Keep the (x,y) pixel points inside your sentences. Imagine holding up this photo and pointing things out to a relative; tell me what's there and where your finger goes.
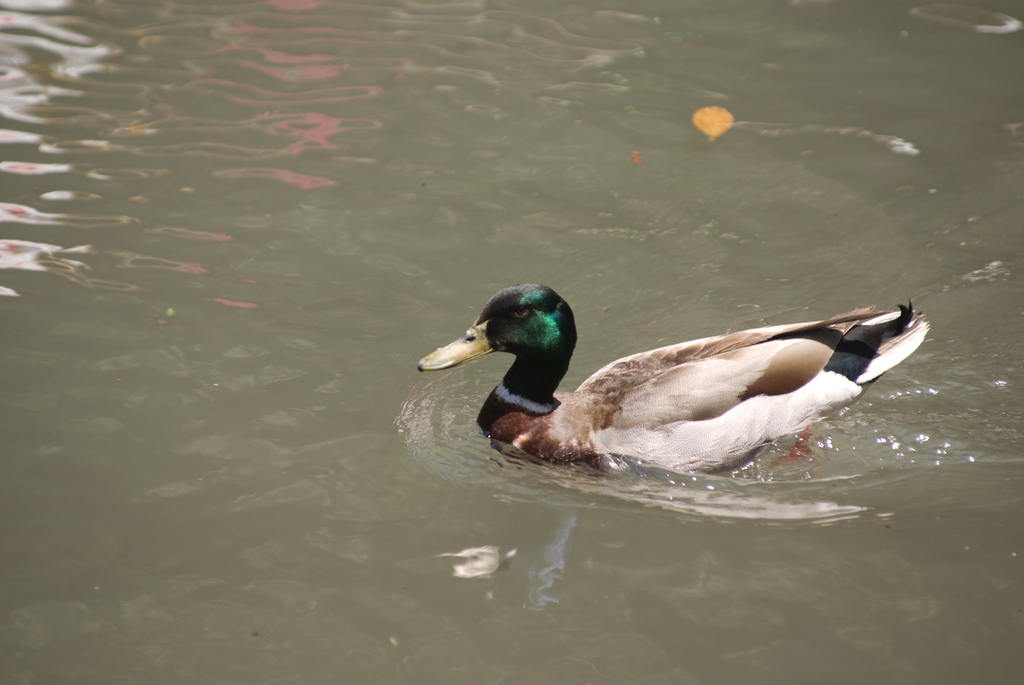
In this image we can see a duck (559,446) in the water (514,460).
